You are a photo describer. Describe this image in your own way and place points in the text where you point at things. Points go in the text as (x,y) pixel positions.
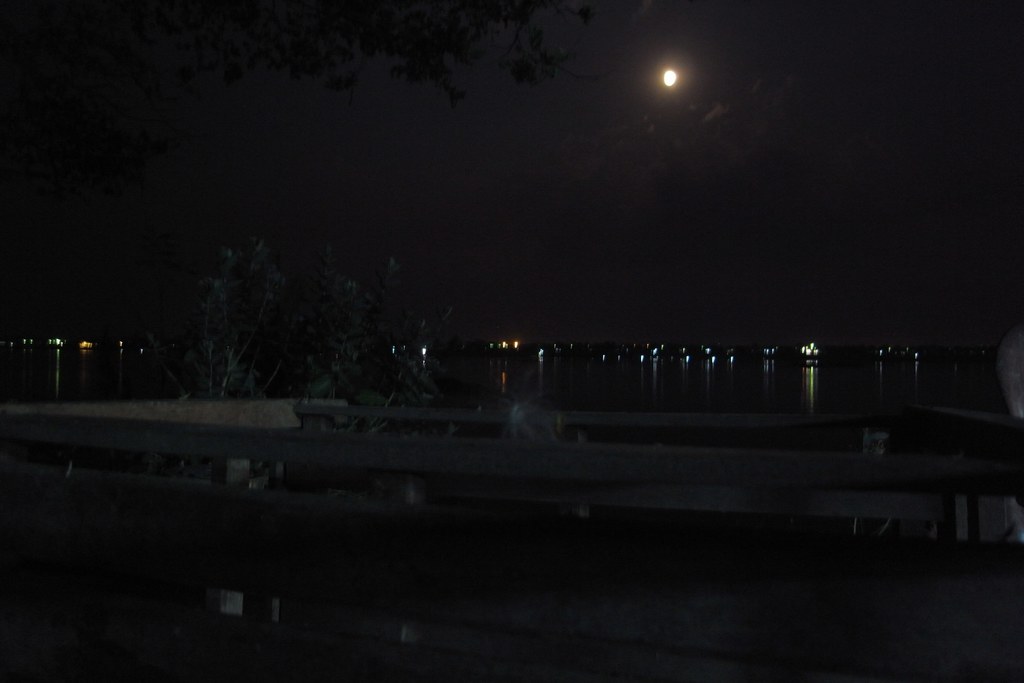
In this image there is a river (654,406) and fencing (200,440), in the background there are lights (766,352) there is a sky (735,90), in that sky (664,81) there is a moon (666,83).
